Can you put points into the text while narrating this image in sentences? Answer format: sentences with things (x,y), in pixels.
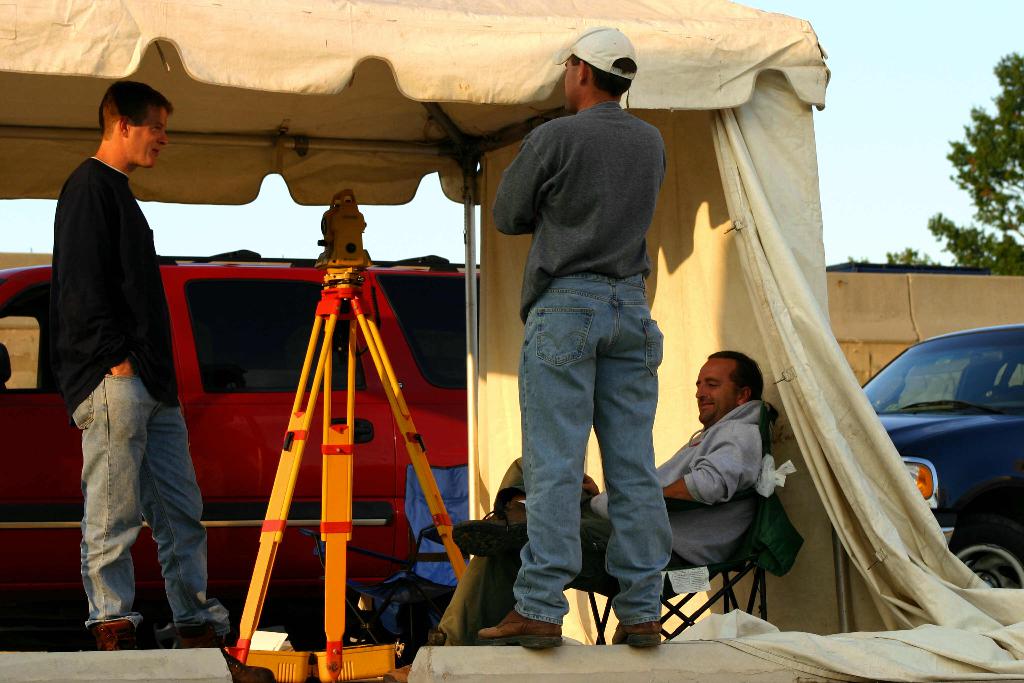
In this image, on the right side (731,483), we can see a man (595,485) sitting on a chair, there are two people (119,469) standing, we can see a yellow color stand (328,494), there is a shed (694,85), we can see two cars (916,383), on the right side (992,209) top we can see a tree (972,254) and we can see the sky (905,56).
